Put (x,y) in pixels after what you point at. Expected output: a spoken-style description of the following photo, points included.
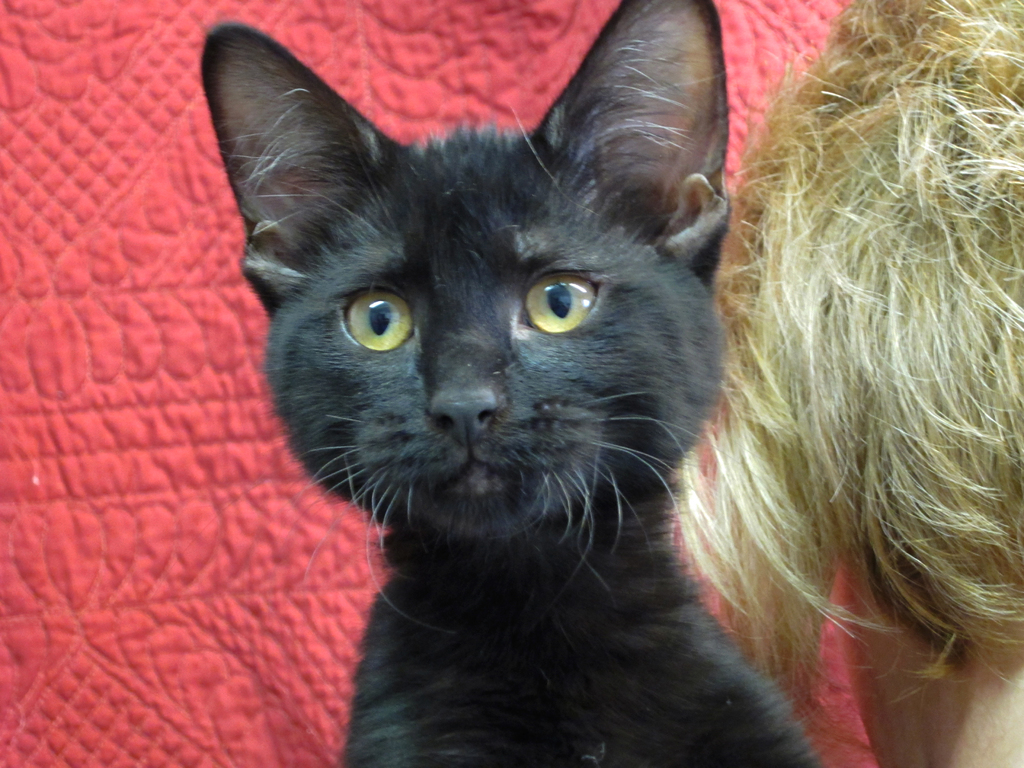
In this picture I can see a cat (491,422) and a human (835,373) on the right side (888,709) and I can see a red color cloth (481,46) in the back (611,5).
